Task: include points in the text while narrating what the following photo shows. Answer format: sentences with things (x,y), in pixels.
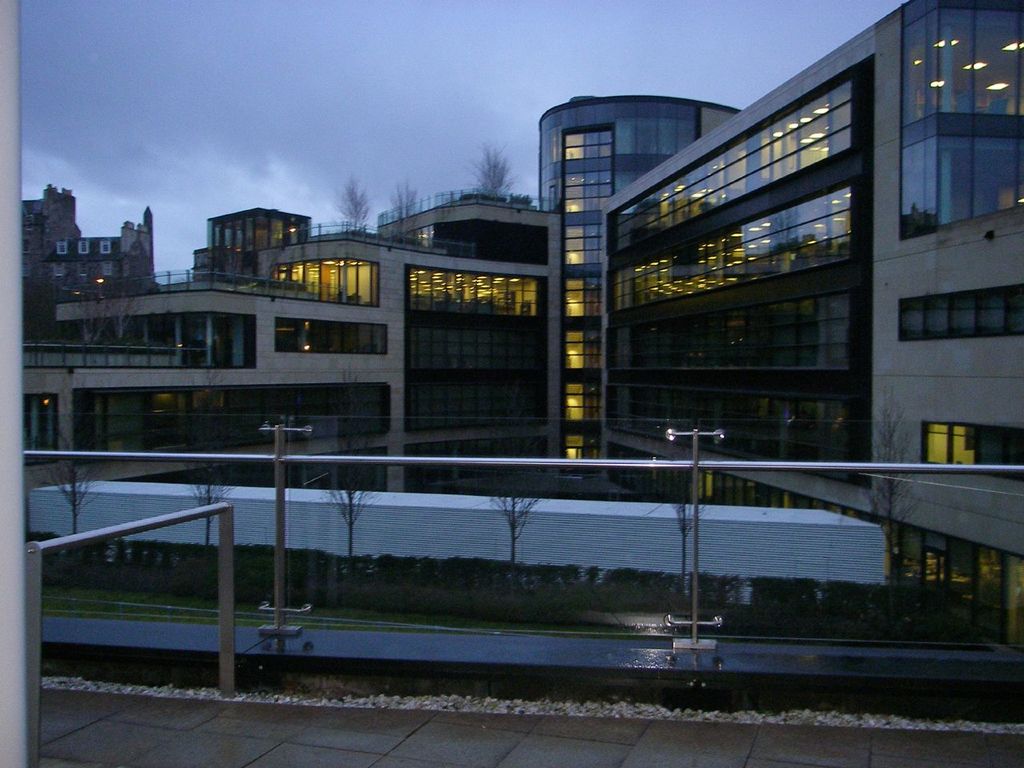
In the picture I can see glass railing (304,535), glass buildings (606,213), dry trees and the dark sky (728,55) in the background (504,139).
